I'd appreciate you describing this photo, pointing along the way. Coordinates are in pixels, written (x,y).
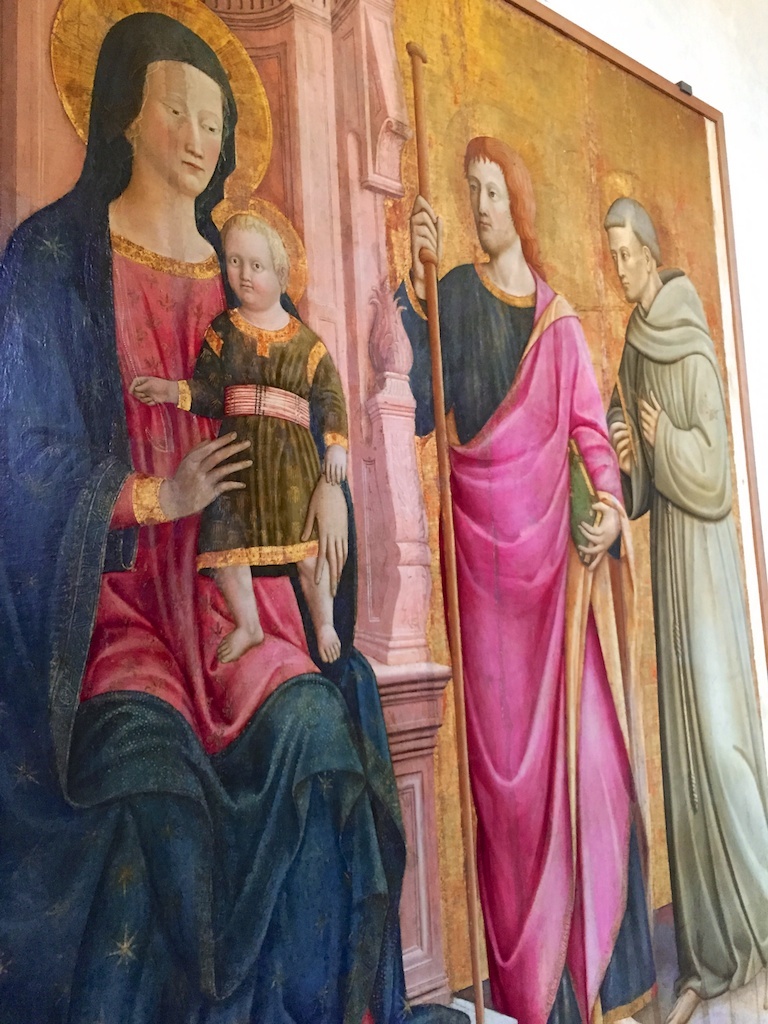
In this picture there is a frame (663,222) on the wall (764,281). In the frame (243,69) there is a picture (218,78) of a person (142,477) sitting and holding the kid (240,626) and there is a picture (618,660) of two persons (563,643) standing. At the top right (744,82) there is a wall (713,50).
